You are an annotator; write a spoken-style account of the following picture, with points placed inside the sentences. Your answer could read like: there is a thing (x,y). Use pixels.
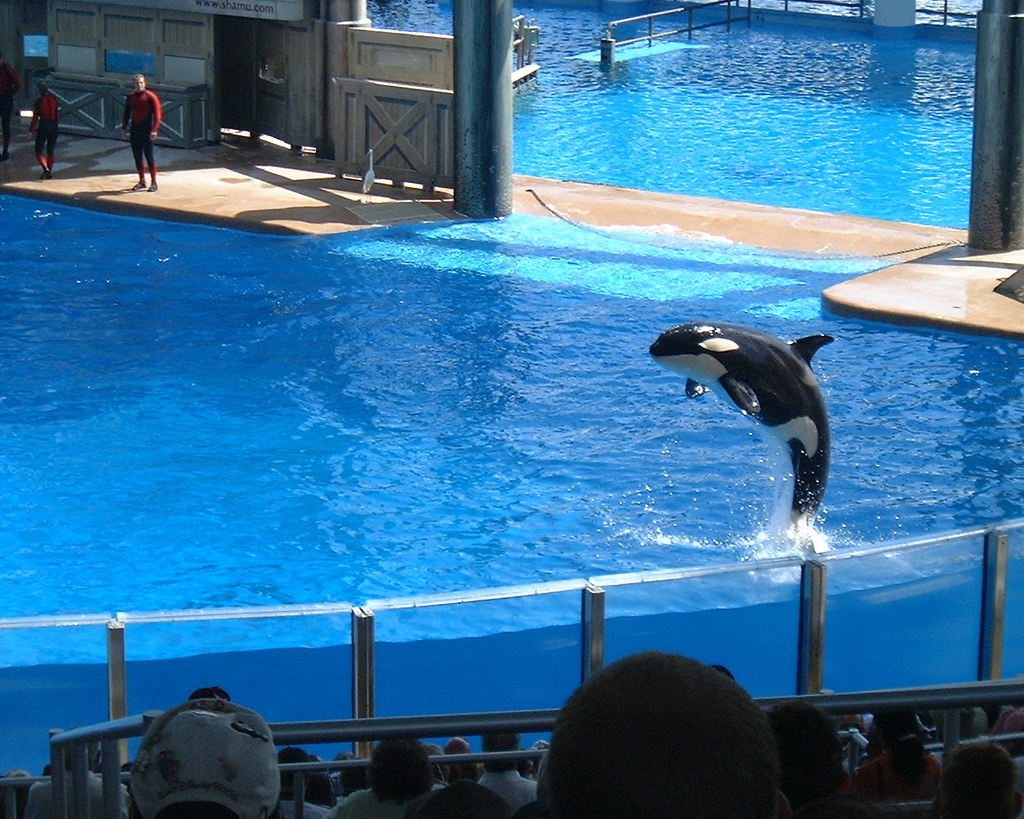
In this image on the right side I can see a dolphin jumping out of the water (839,573) and on the left side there are some people (7,137) standing.
